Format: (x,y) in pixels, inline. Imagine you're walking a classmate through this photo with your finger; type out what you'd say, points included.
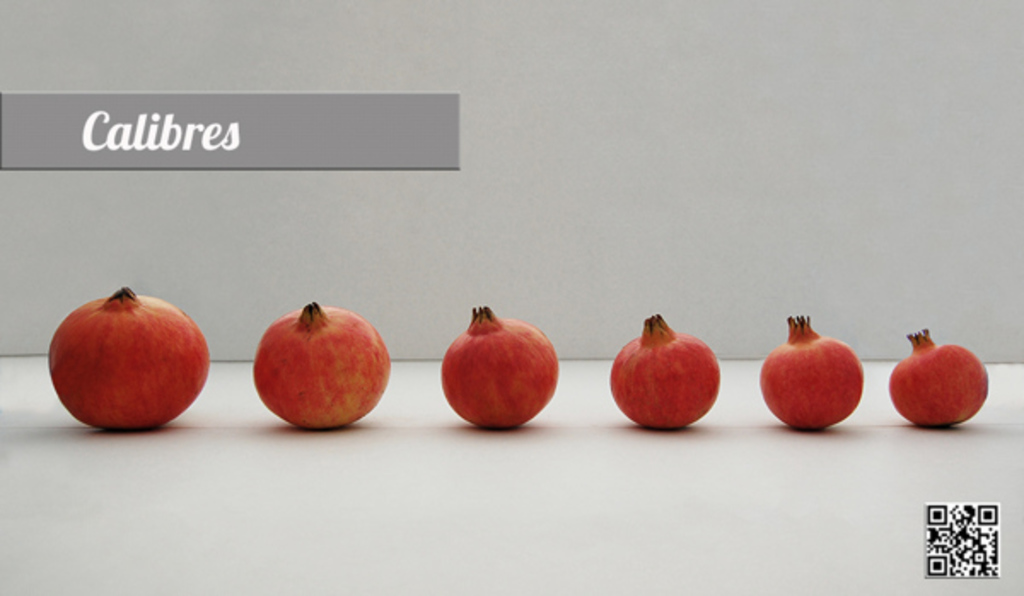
In this image, we can see pomegranates (477,335) on the table (544,454) and at the bottom (967,535), there is logo (965,532) and at the top (163,150), there is some text (163,150).
